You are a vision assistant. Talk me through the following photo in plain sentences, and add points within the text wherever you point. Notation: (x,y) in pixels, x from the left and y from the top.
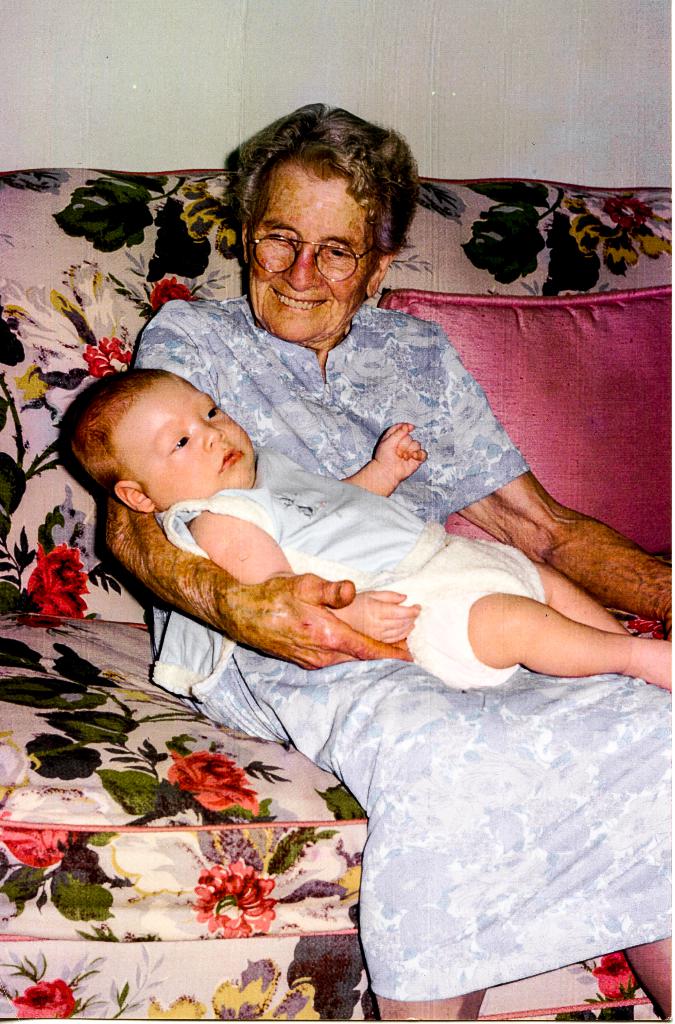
In this image, we can see a person (343,306) wearing clothes (430,375) and sitting on the sofa (125,789). This person (293,406) is holding a baby (338,511) with her hand (289,601). There is a wall (254,25) at the top of the image (409,44).
